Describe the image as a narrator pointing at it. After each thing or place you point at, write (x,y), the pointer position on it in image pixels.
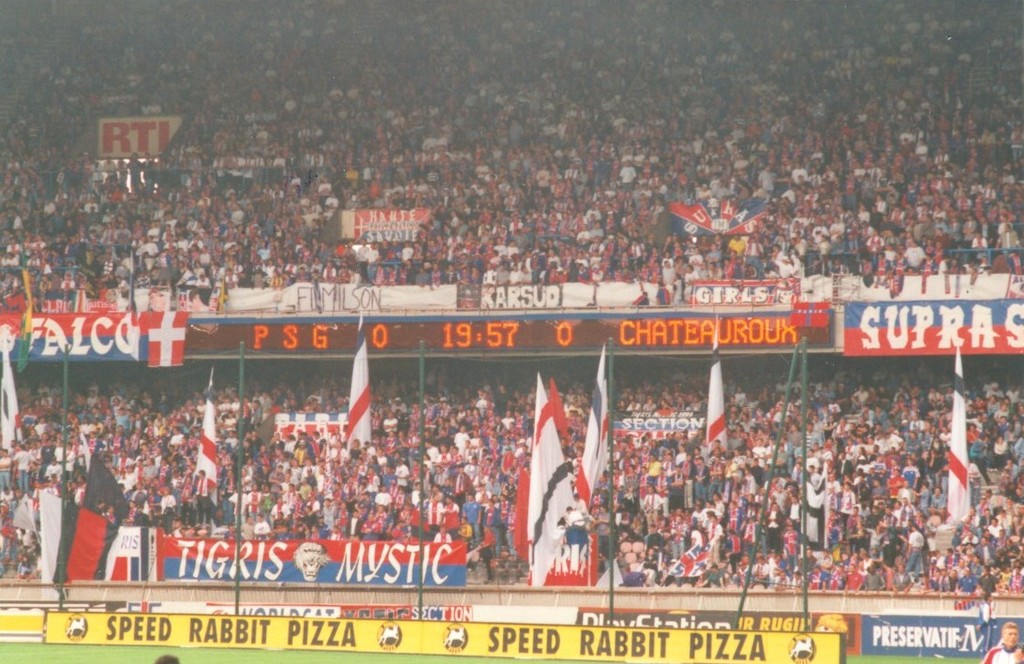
In this image we can see there are people (710,507) standing in the stadium (733,310). And there are boards (369,619) with the text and there is a screen (372,349), banners (165,326), ground (89,657) and flags (555,459).
